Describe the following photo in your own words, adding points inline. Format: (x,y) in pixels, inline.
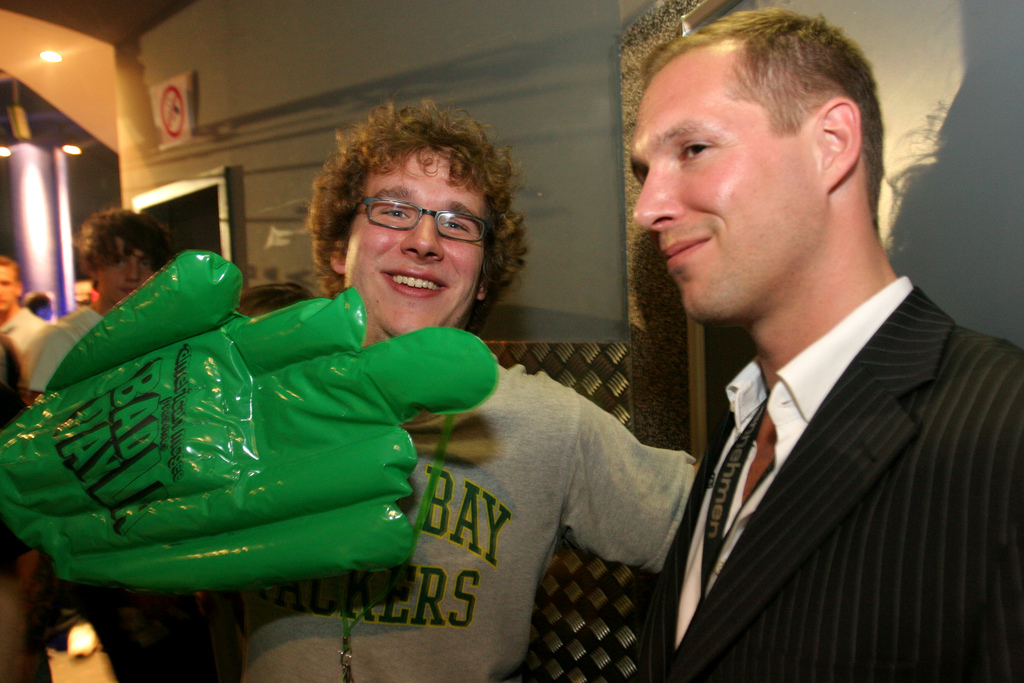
Here I can see two men (424,265) standing and smiling. On the left side (196,483) there is a green color hand glove (219,405) and also I can see few people (105,292) are standing. In the background (473,79) there is a wall (423,39). In the top left-hand corner (77,152) there are few lights (65,149) attached to the roof (91,93). On the right side (980,247) there is a board (934,131).
